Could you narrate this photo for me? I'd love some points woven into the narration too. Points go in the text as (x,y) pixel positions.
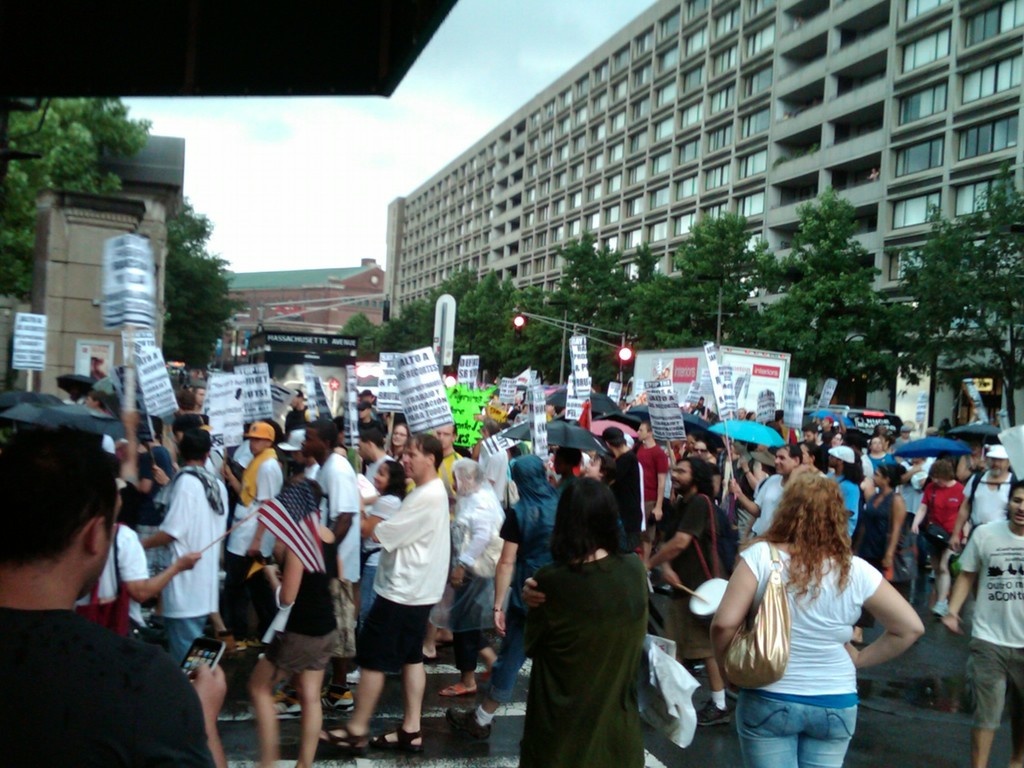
In this image we can see a lot of people (392,466), among them some are holding the objects (231,432), there are buildings (284,295), trees (539,327), light (520,329) and poles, in the background (303,219), we can see the sky (336,219) with clouds (332,186).
